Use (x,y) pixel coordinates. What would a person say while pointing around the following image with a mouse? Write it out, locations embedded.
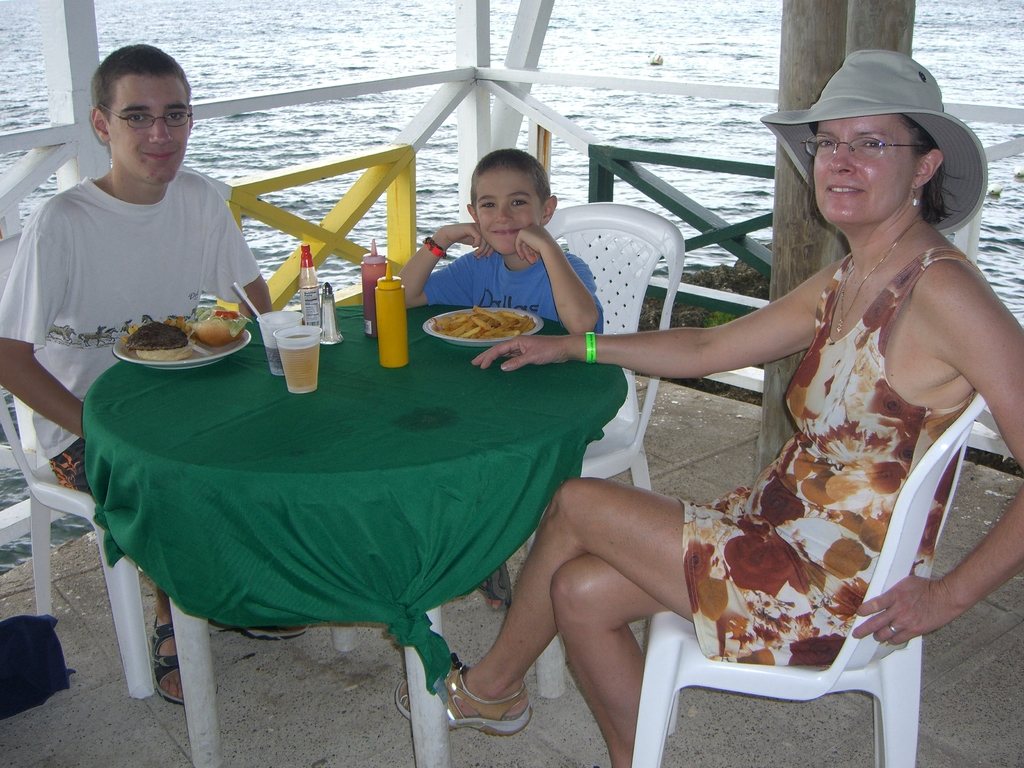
In this image In the middle (399,500) there is a table (331,447) covered with cloth (373,555) on that there is a plate (471,335), cups (299,335), bottles (370,278) and food (470,321). Around that there are three people (148,230) on that on the right (876,472) there is a woman (875,435) she wear dress (783,468), spectacles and hat (875,106). On the left (136,312) there is a boy (107,320) he wear t shirt (87,244) and trouser (75,467). In the middle (519,273) there is a boy (508,263) he is smiling. In the background (651,125) there is a water (300,67).
